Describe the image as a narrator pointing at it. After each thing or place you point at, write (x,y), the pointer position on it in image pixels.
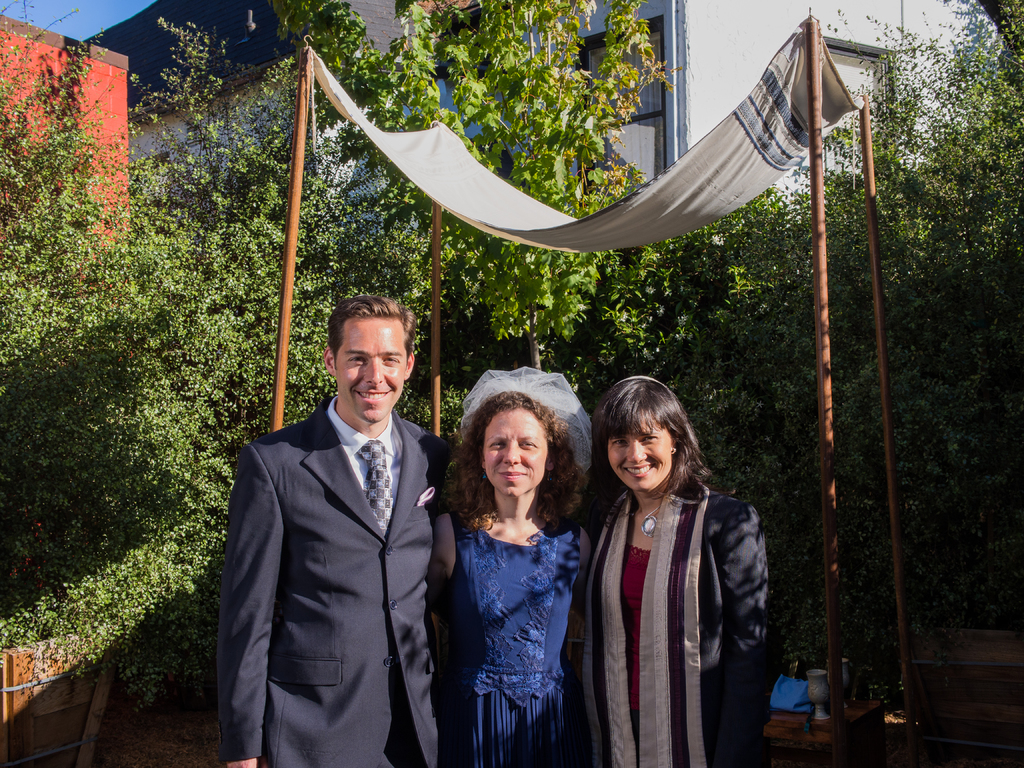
In this image we can see three persons (395,655). behind them there are four sticks (295,206) holding a cloth (624,198), and there are two vases (818,698), we can see some trees (290,130) and buildings (687,57).
